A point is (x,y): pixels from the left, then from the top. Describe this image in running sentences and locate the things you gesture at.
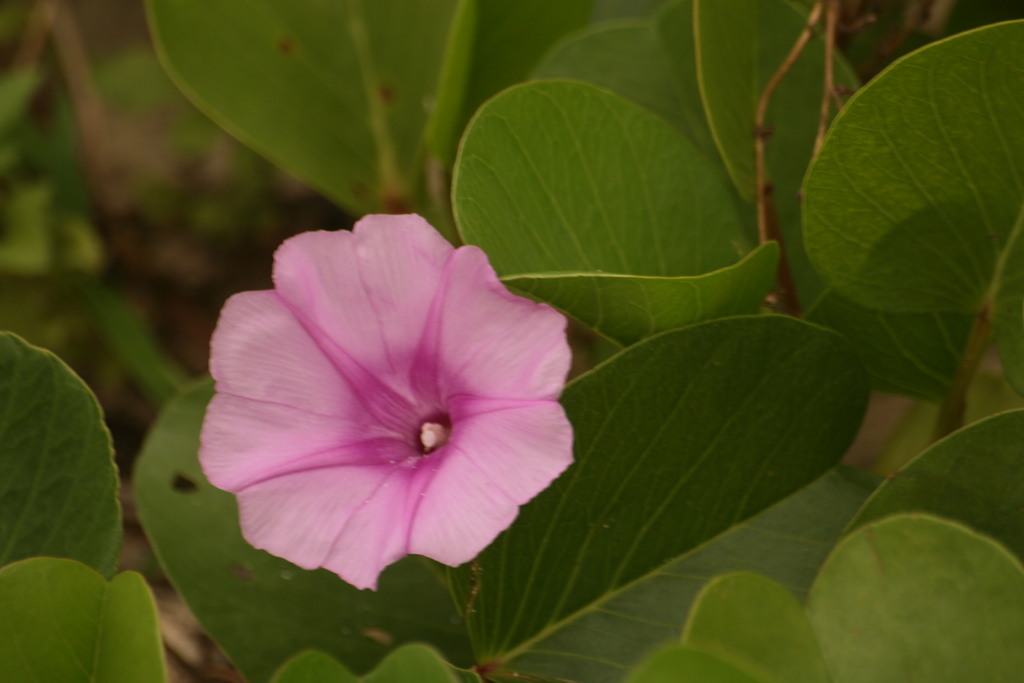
In this image we can see a flower (394,309) to a plant (591,462). We can also see some leaves (773,345) around it.
